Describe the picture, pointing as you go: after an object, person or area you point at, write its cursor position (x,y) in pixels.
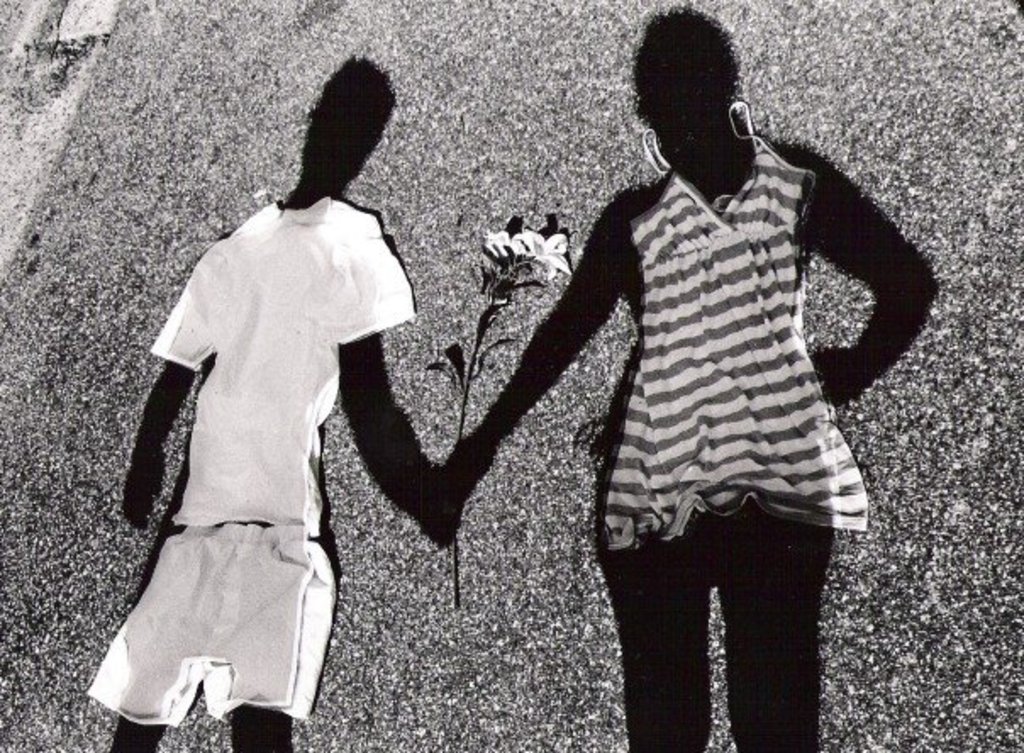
In this image there are clothes (742,456) on the ground (93,635) and there are shadows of the persons (535,361) and there is a flower (484,319).
